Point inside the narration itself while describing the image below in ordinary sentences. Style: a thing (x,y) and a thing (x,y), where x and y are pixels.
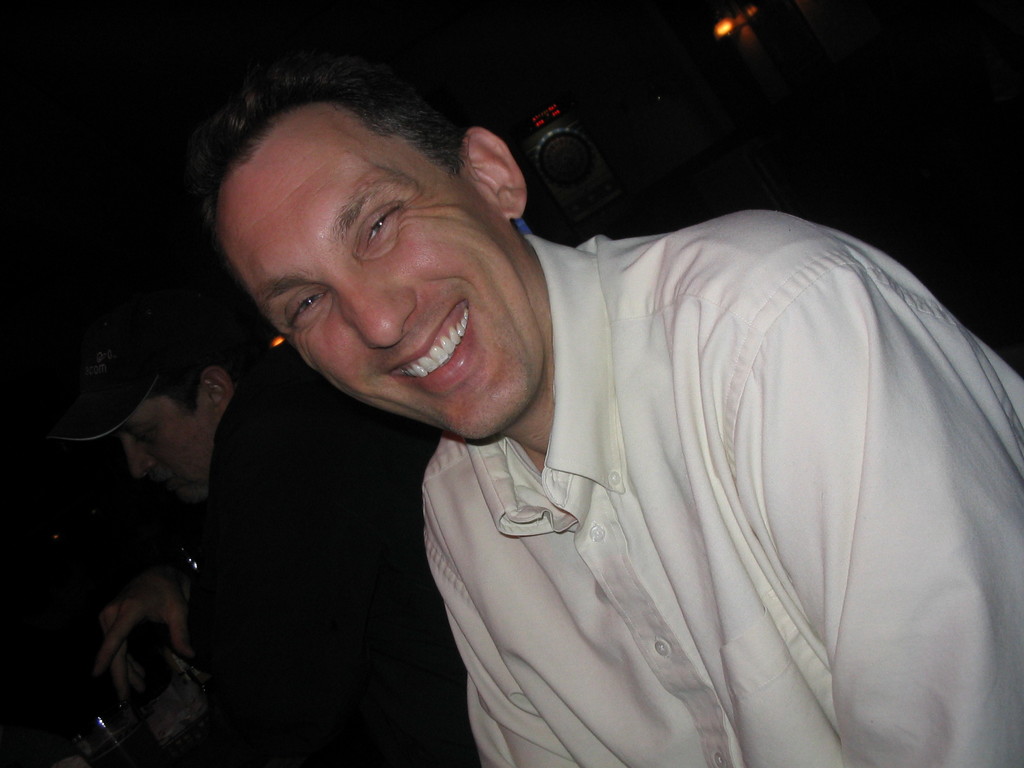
In this image, there are two persons (493,549). In the bottom left corner of the image (182,696), I can see glasses (191,727). Behind the two persons (572,293), I can see an object (571,185) and light (724,26). There is a dark background (126,107).
